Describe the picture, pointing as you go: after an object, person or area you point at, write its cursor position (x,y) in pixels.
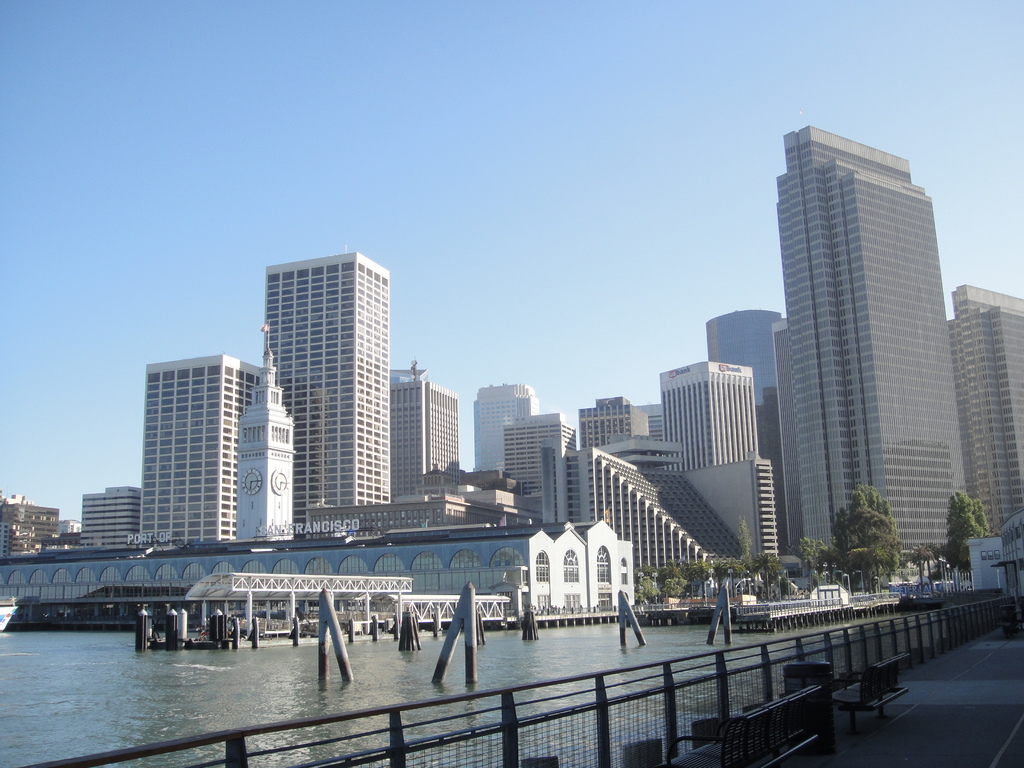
In the picture there is a water surface (601,668) and behind the water surface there are many buildings (489,436) and on the right side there is a path (970,763) and there are few benches (873,679) on that path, there are many trees (853,516) in front of the buildings (720,546).
